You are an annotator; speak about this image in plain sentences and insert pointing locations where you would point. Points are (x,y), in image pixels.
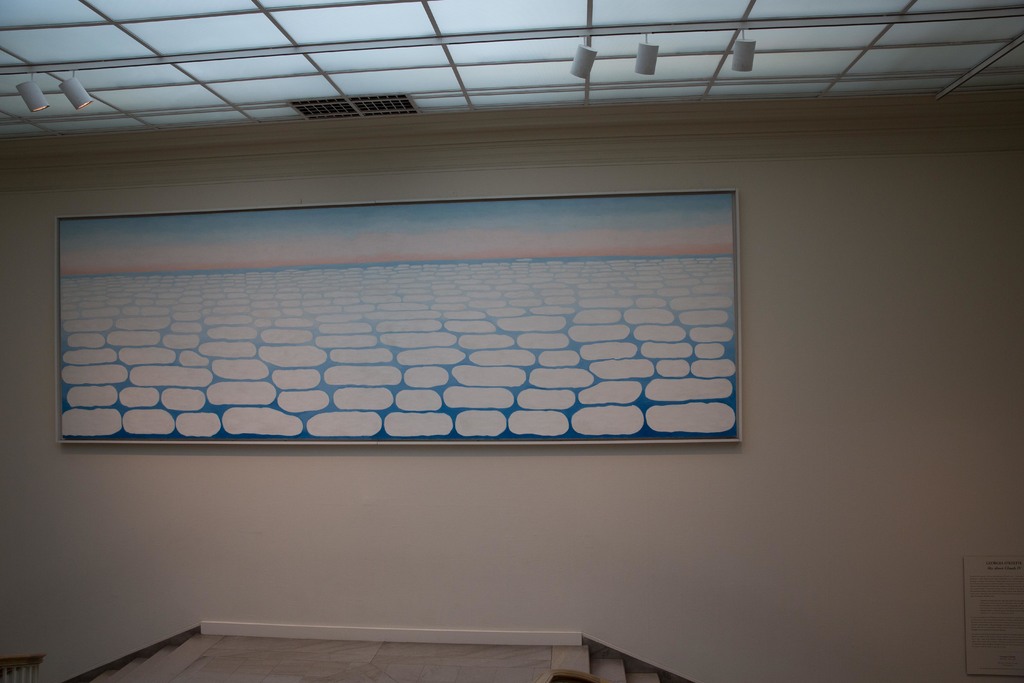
In this image there is a wall (121,161) in the middle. On the wall (28,302) there is a painting frame (373,313). At the top (341,53) there is ceiling (383,54) with the lights (27,95). At the bottom (616,676) there is staircase (415,661).
